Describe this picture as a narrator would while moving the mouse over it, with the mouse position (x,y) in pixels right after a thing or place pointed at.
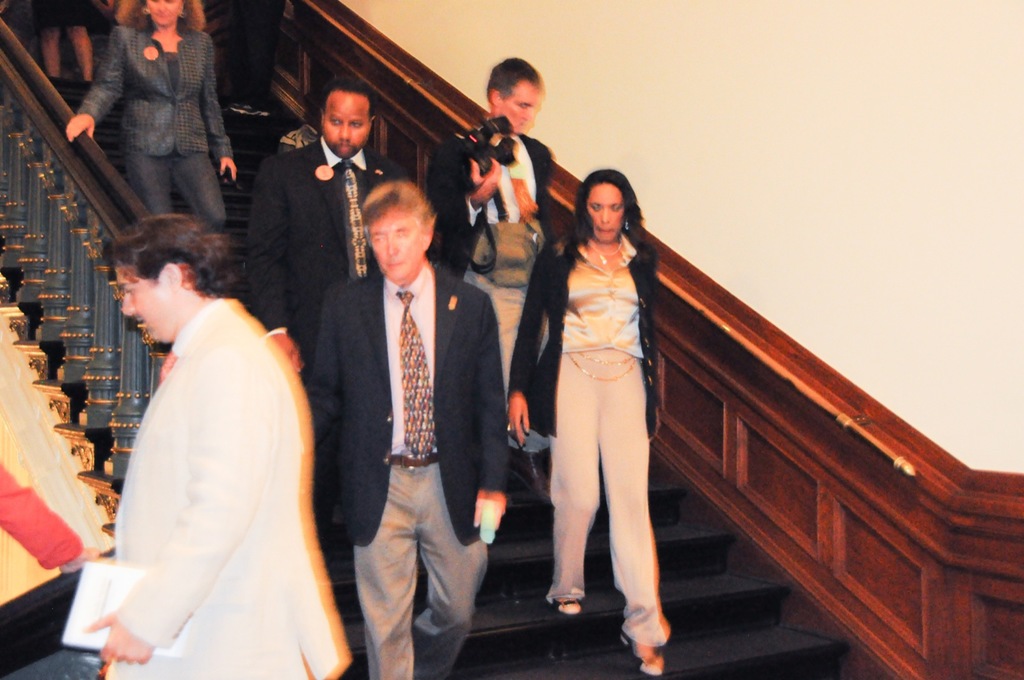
In this image, we can see a group of people (405,431) are getting down from the stairs (599,620). here a person (493,177) is holding a camera (489,155). Left side of the image (94,318), we can see a railing (99,330). Background (800,190) there is a wall (838,124). Here a person (194,601) is holding some object (105,596).
